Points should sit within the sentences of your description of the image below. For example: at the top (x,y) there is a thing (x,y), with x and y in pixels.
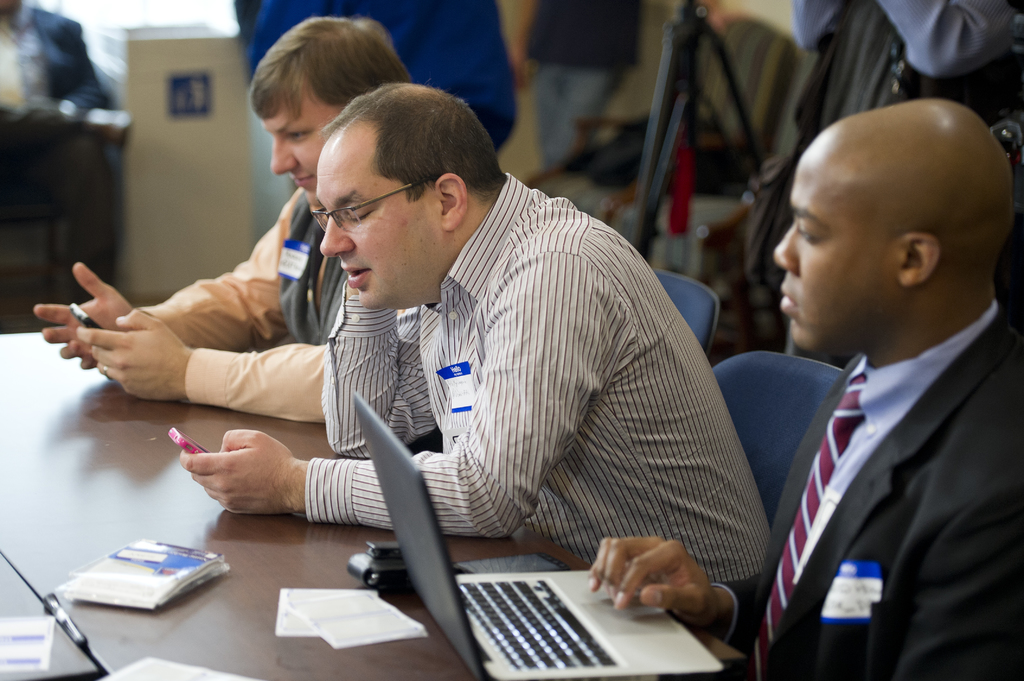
In this image we can see persons (442,307) sitting at the table (218,545). On the table (222,597) we can see mobile phone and laptop (513,621). In the background (687,63) we can see camera stand (662,57), persons (415,30), cupboard (221,97) and wall (507,23).
